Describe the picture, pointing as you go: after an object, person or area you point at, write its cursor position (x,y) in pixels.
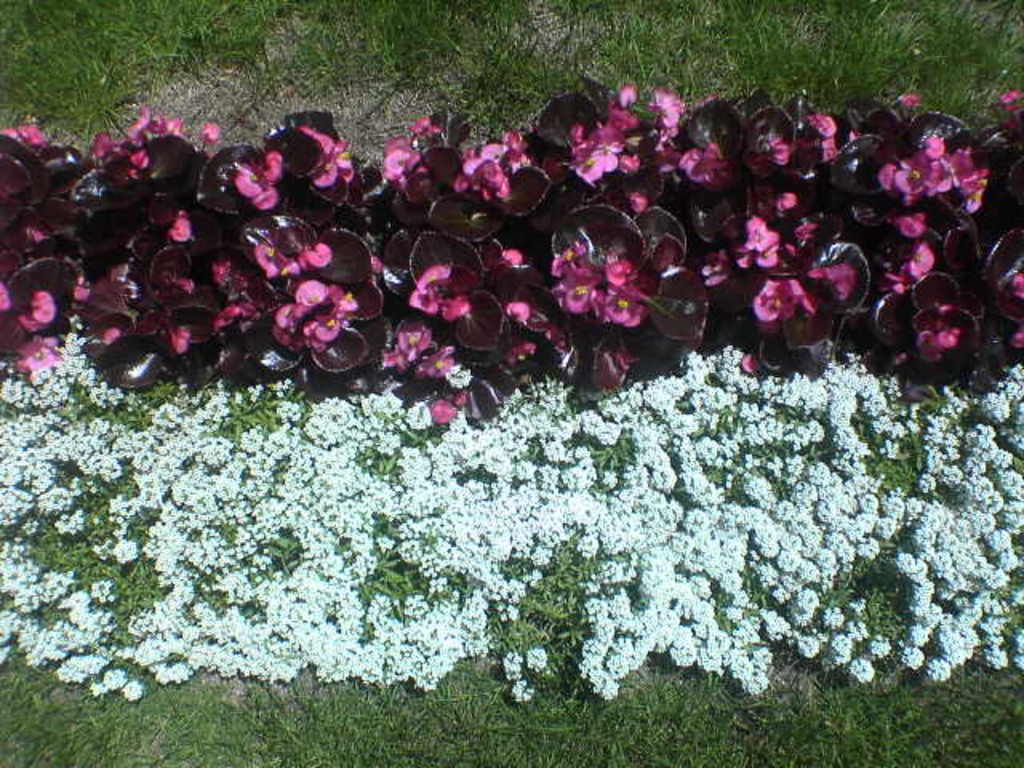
In this picture I can see few plants (538,406) and flowers (433,504) and I can see grass (566,755) on the ground (165,700).
